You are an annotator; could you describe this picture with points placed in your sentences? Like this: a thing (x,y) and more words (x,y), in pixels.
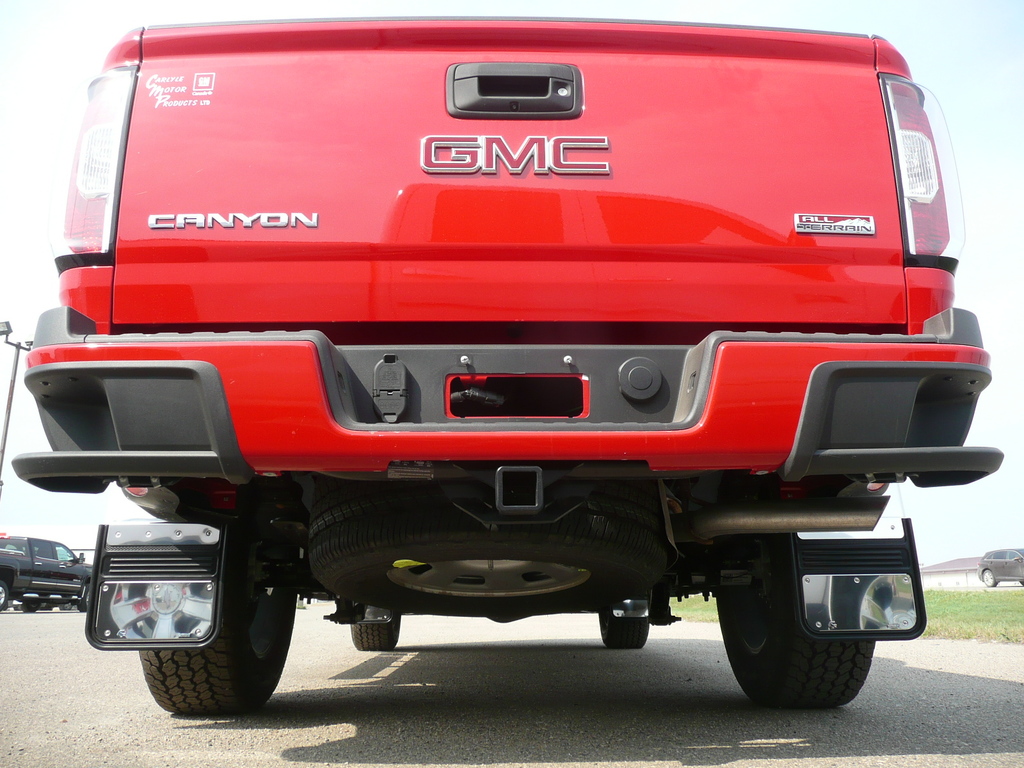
In this picture we can see a red color vehicle (647,379), on the left side (69,569) there is a black color car (82,577), at the bottom (991,617) there is grass (970,616), we can see a house (971,574) and a car (990,566) on the right side (1011,571), there is the sky (1008,74) at the top of the picture (999,65), we can also see a pole (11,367) on the left side (12,384).
